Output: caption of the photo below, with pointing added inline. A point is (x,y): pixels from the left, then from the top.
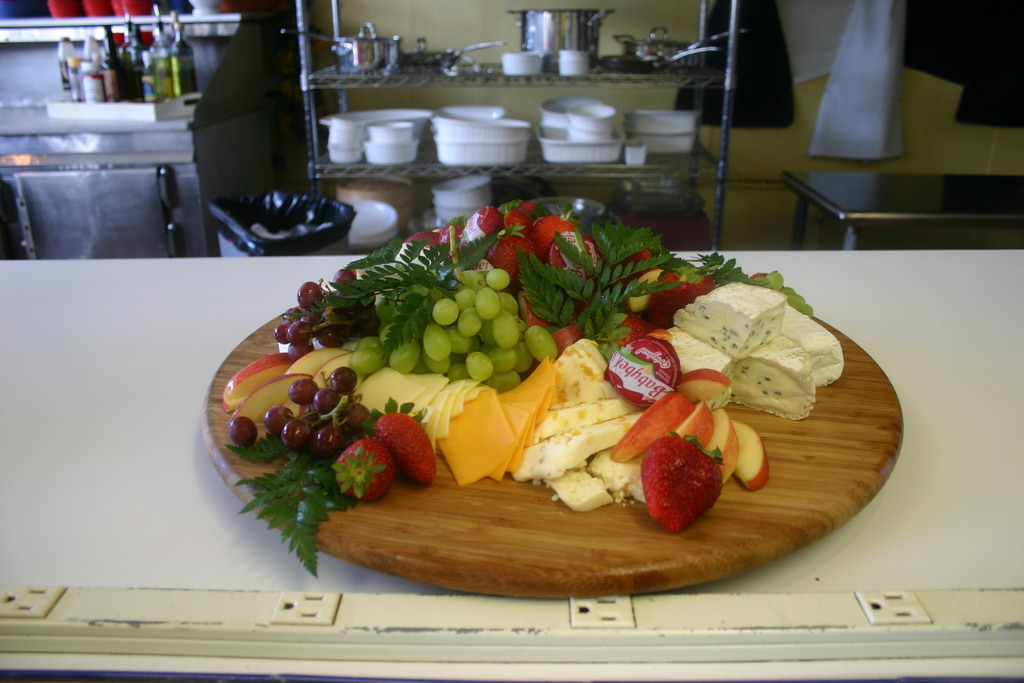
As we can see in the image there is a wall (799,136), table (33,307) and rack (308,75). There are bowls (564,138), bottles (181,42) and different types of fruits (460,333).
